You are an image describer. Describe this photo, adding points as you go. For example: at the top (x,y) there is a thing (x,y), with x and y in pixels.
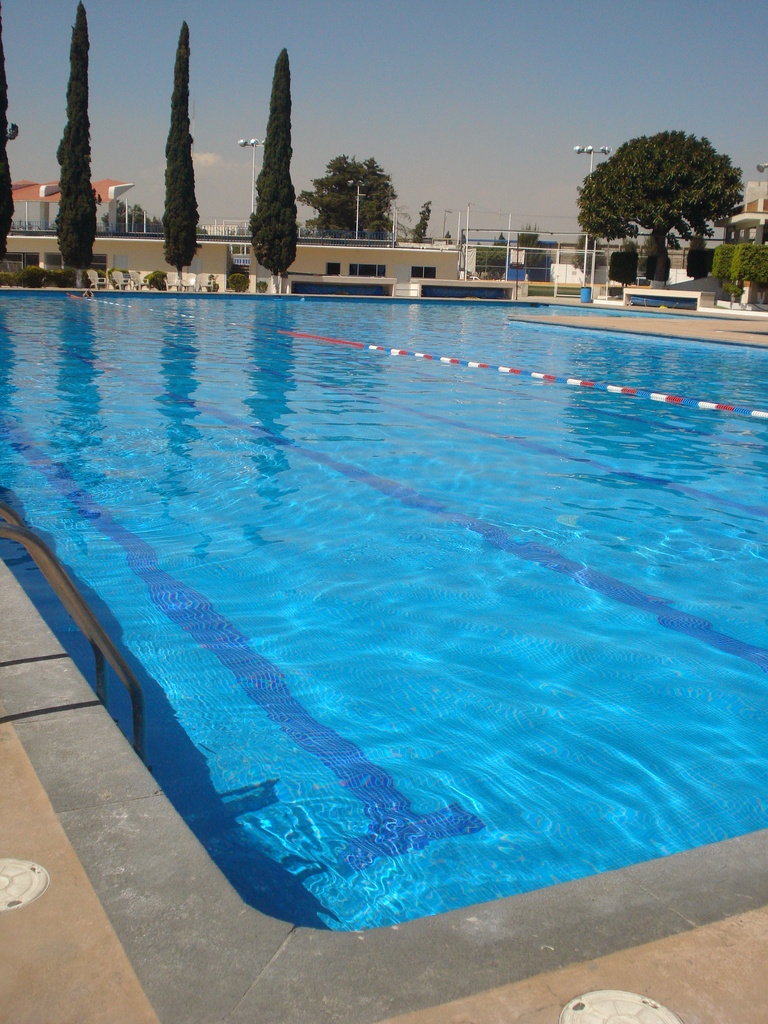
On the right side (623,589), there is a swimming pool (640,517) having water (458,354) in it. In the background (297,289), there are trees (185,181), poles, buildings (103,187) and there are clouds (204,155) in the blue sky (319,7).
